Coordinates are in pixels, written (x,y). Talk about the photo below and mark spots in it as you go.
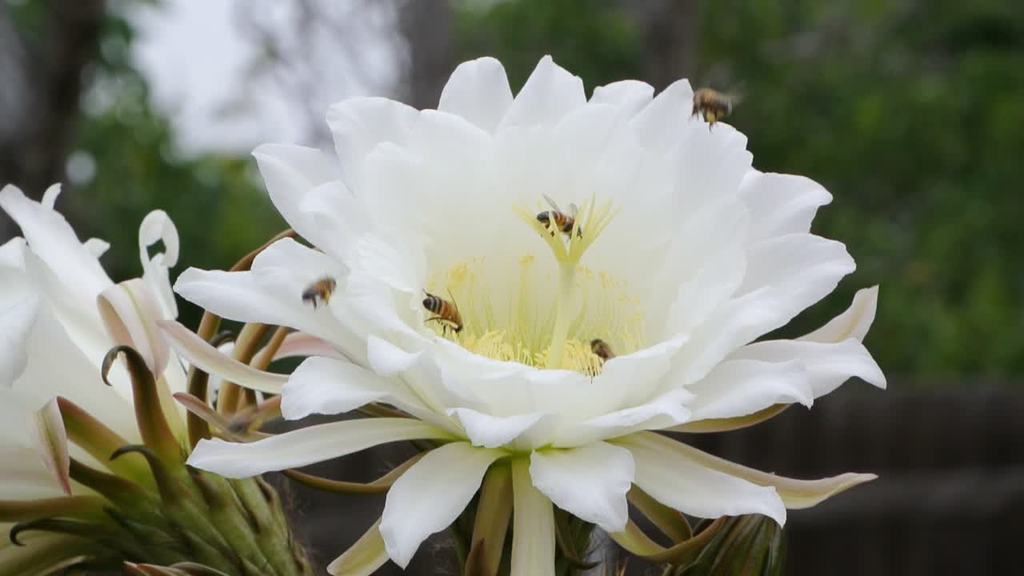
In this image I can see a flower (449,425). I can see few insects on the flower (577,350). The background (796,104) is blurry.
